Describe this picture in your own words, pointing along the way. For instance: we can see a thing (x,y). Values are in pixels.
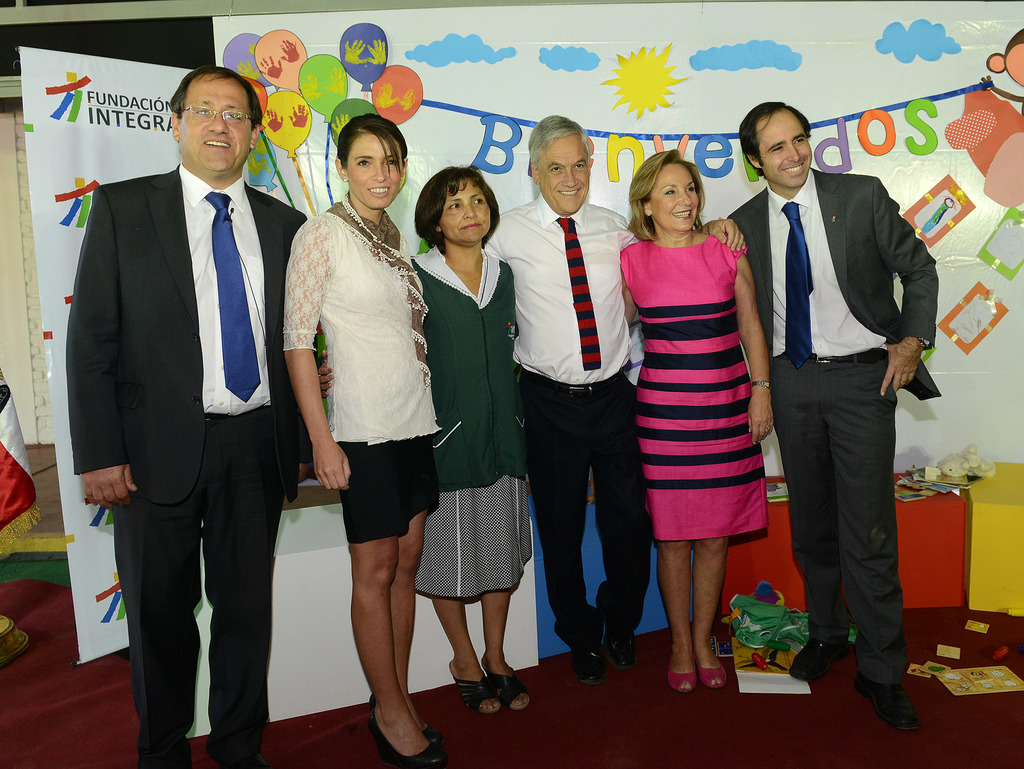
In this image we can see the people (677,241) standing on the carpet (850,649) and smiling. In the background (577,72), we can see the decorated banner (905,87). We can also see the papers (787,658) and some other objects (775,663). On the left (62,110), we can see the banner (46,115) with the text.
